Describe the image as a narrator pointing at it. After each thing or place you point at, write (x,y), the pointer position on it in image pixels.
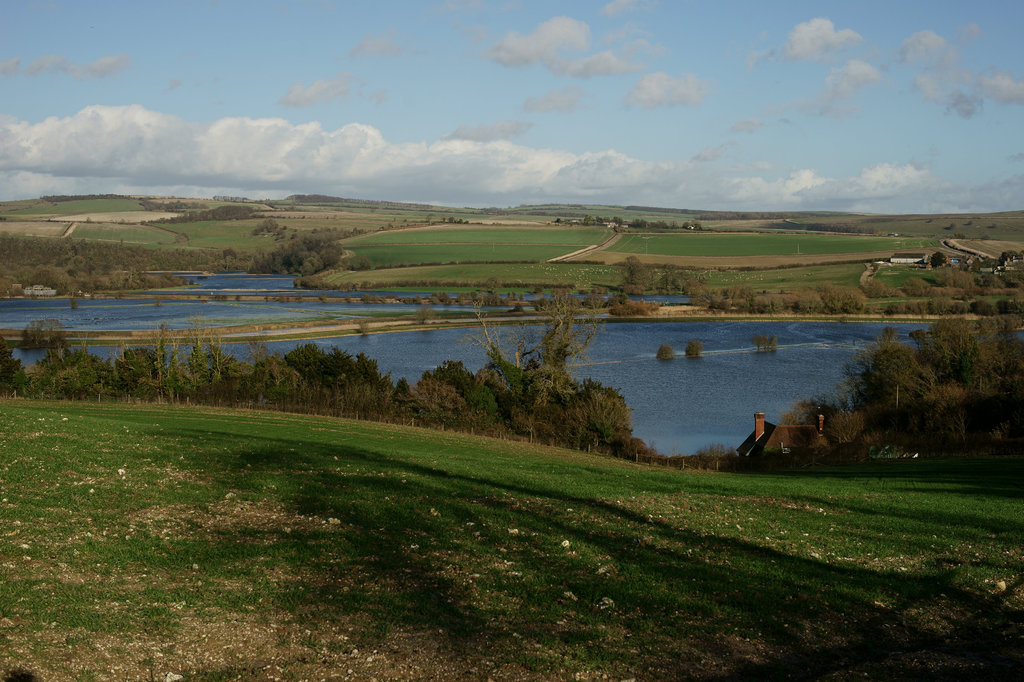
At the bottom of the picture (428,549), we see the grass (376,475). In the middle (485,404), we see the trees (485,424) and a hut (808,436). Beside that, we see water (685,373) and this water (513,346) might be in the lake (589,330). There are trees (321,248), grass (351,274) and a building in the background (887,265). At the top (453,103), we see the sky (396,114) and the clouds (291,137).
